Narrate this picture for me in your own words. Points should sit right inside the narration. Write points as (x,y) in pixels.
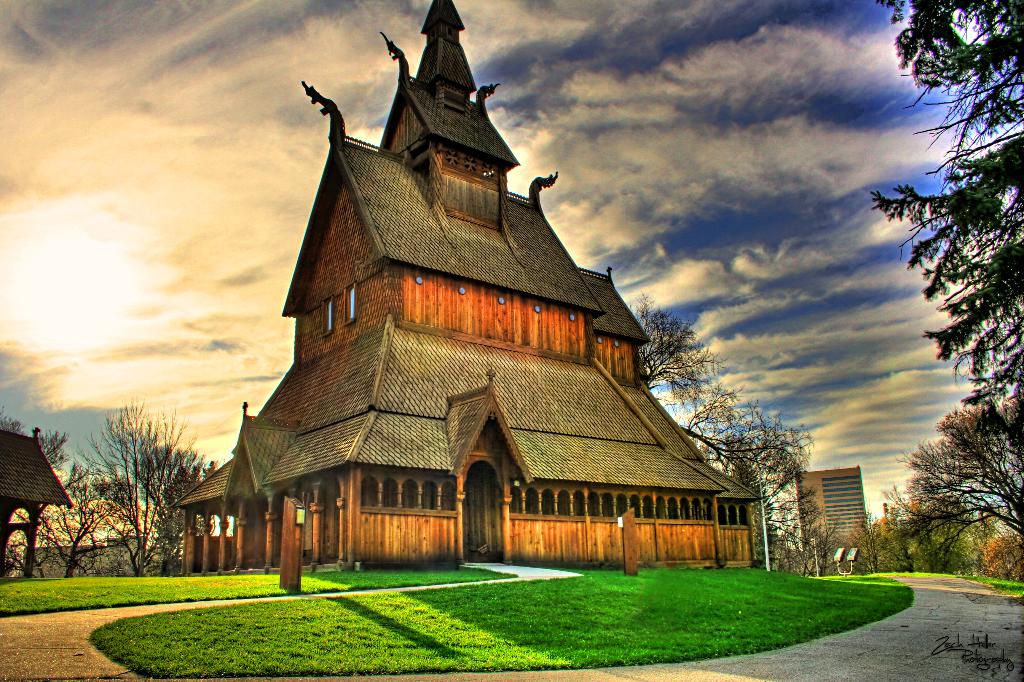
In this image we can see a house (541,411) with a roof (520,374), windows (451,483) and pillars (463,487). We can also see some grass (463,607), a pathway (941,658), a group of trees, boards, poles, a building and the sky (236,323) which looks cloudy. On the left side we can see a house (5,473) with roof (47,500).
